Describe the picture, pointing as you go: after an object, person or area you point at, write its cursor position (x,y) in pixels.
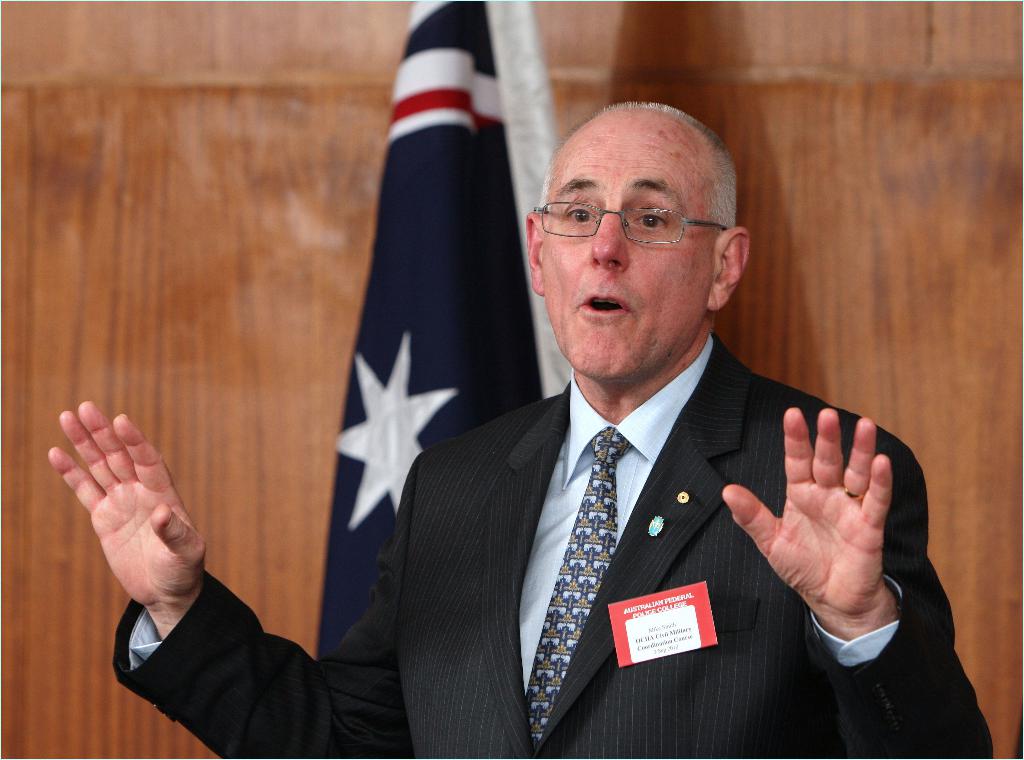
In this picture I can see there is a man (690,645) standing and he is wearing a blazer (613,658). There is a flag (511,193) attached to the pole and there is a wooden wall (122,110) in the backdrop (165,212).
